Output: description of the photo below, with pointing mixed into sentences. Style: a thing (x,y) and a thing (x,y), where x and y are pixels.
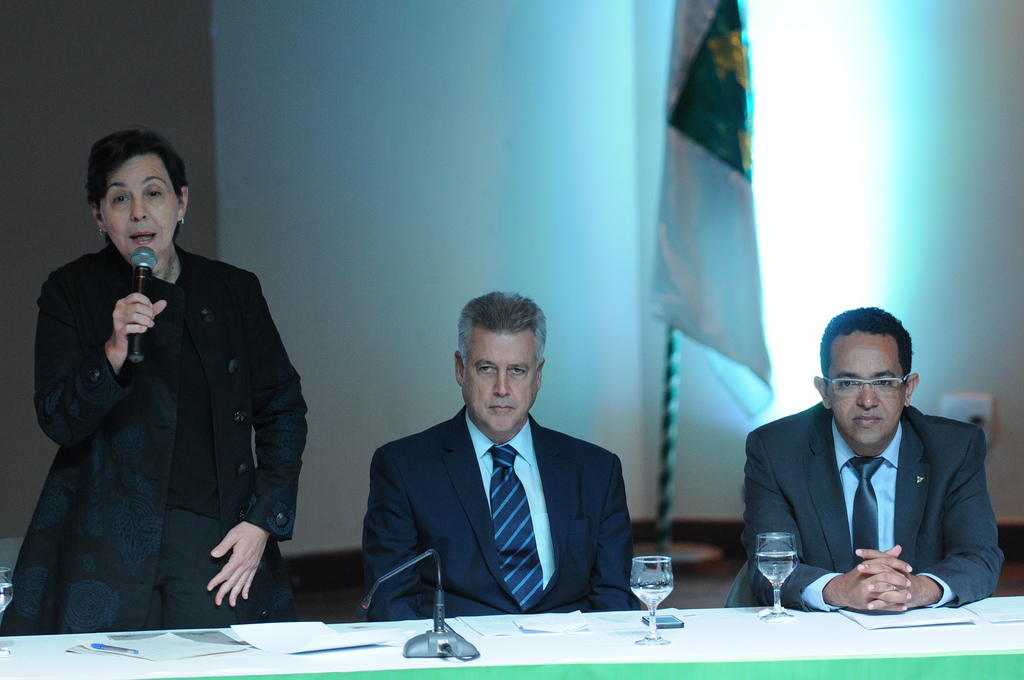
In this image we can see three persons (854,520), two they are sitting, one lady (182,386) is standing and talking through the mic (144,254), in front of them, there is a table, on top of it, there are some papers (232,639), glasses (649,616), pen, mobile (668,621), behind them there is a wall (923,222), a flag (725,220), and a power socket (973,422).
